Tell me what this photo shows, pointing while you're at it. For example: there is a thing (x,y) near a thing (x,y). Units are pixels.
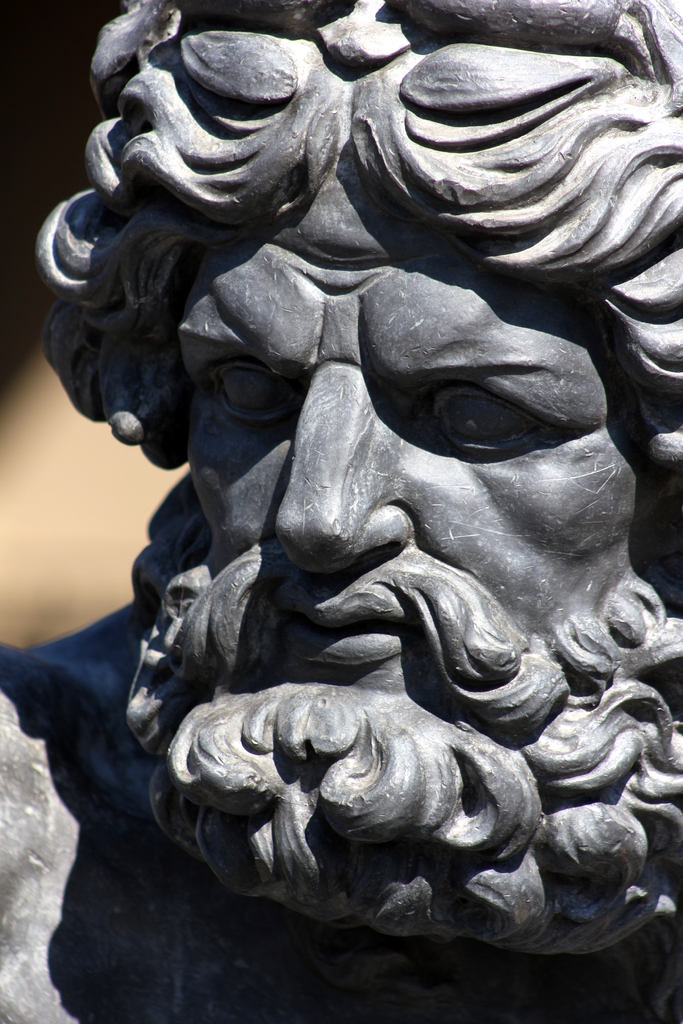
In this picture we can see a statue of a man (482,591) and in the background (51,63) it is dark.
